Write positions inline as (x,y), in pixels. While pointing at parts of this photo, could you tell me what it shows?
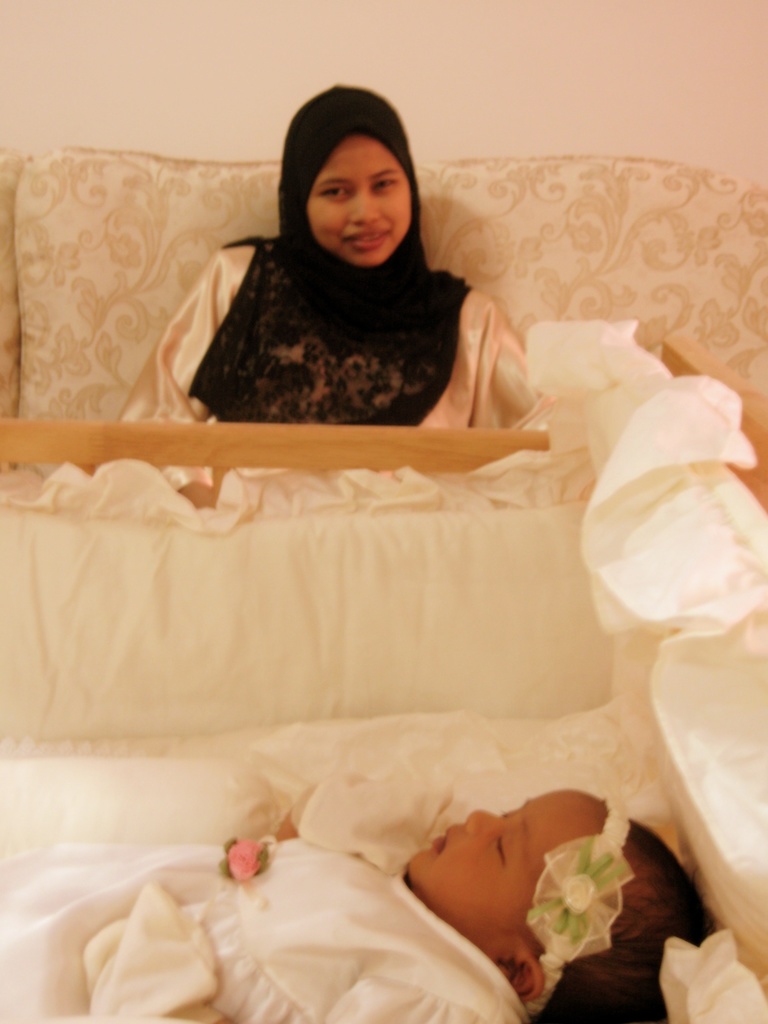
In this image, There is a white color box (250,635), in that a kid (286,1002) is sleeping, and in the background (694,292) there is a white color sofa (648,309) and a woman (338,256) is sitting on the sofa (15,262) and there is a white color wall (485,90).
